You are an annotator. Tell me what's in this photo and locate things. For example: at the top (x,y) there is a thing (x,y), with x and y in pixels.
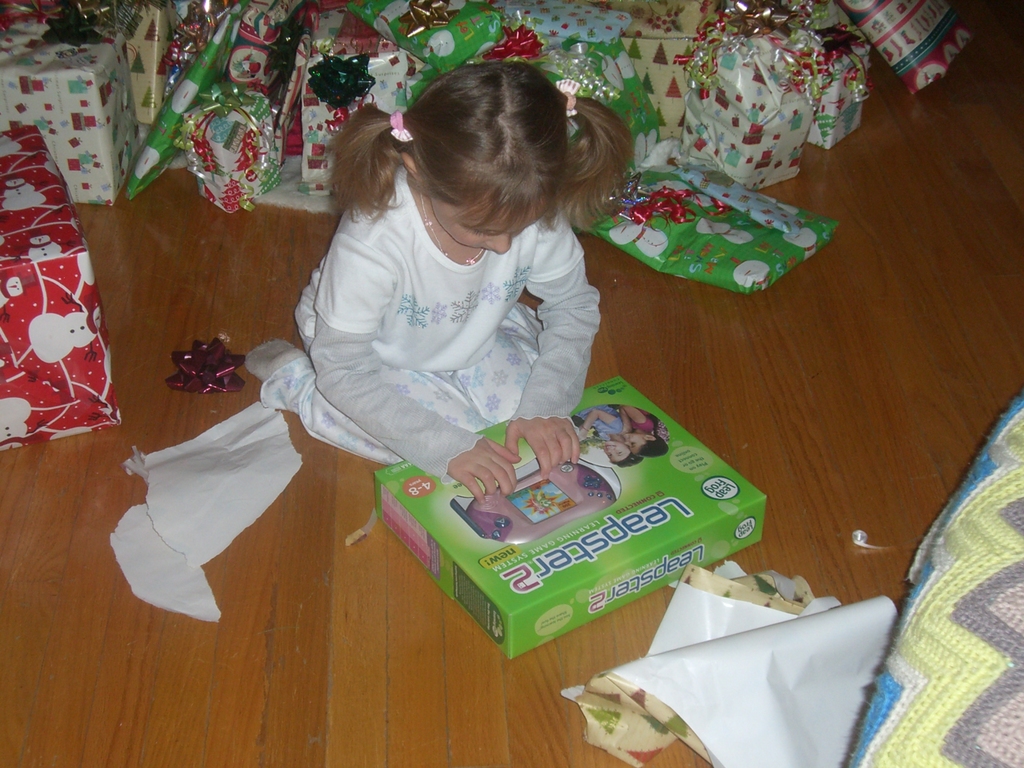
This picture shows a girl (395,461) seated on the floor (153,307) and she is holding a box (523,513) which is on the floor (435,639) and we see few gifts (258,180) and boxes (56,58) and papers (681,720) on the floor (883,302).
